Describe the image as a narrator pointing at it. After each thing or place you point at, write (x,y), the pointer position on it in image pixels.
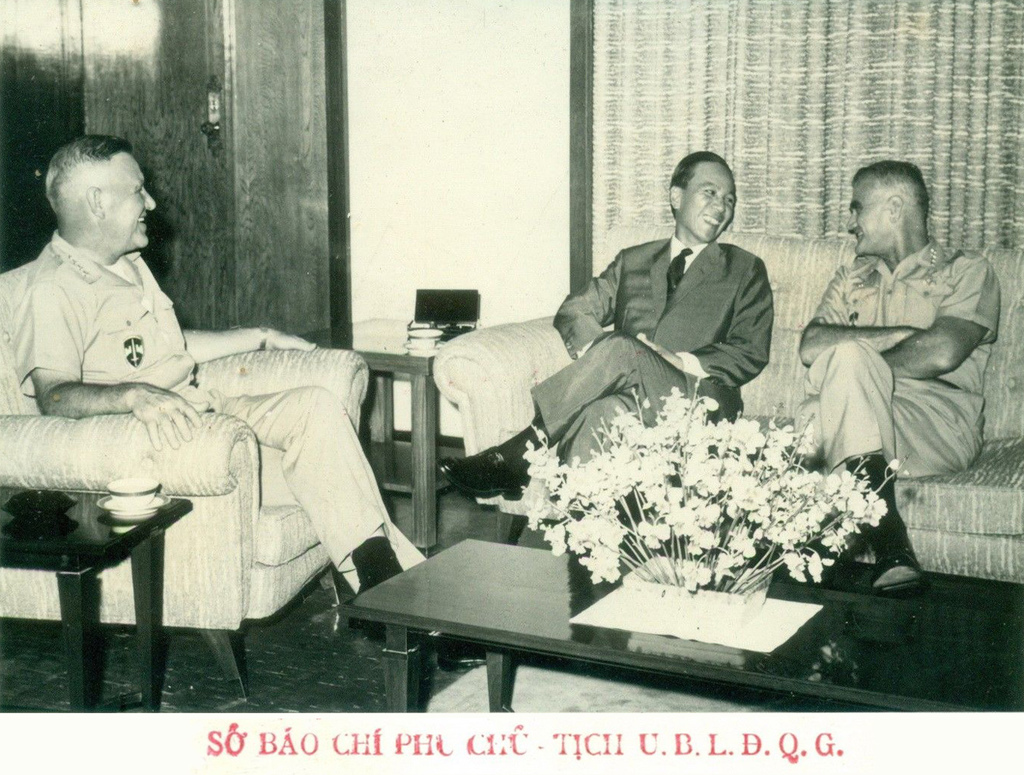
This picture is clicked inside a room (66,5). There are three men (94,390) sitting on sofa chair (1023,342). In front of them, we see a table (878,610) on which flower pot (675,530) is placed. To the left corner of this picture (93,556), we see a table (89,550) on which cup (161,490) and saucer (131,514) is placed. In the middle (653,300), the man (707,236) sitting on the sofa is laughing looking the other man (910,307) opposite to him. To the right of this man (587,325), we see a table (379,353) on which box (435,297) is placed. Behind him, we see a window (773,101) with curtain (694,76) and beside him, we see a cupboard (259,159).
